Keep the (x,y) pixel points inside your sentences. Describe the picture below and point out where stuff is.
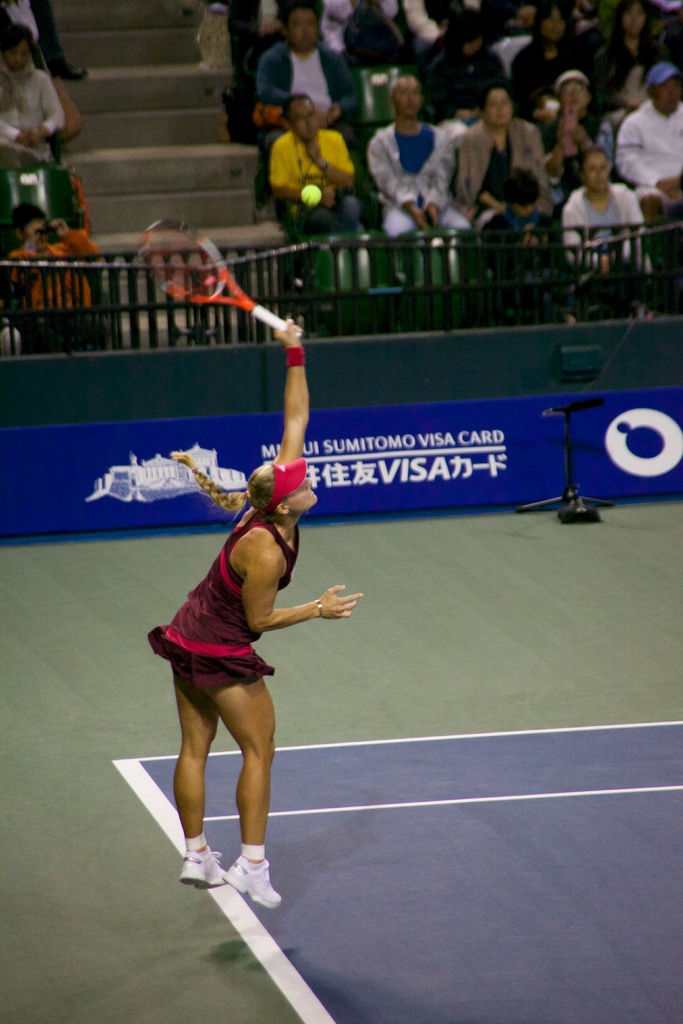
In this image i can see a play ground (170,600) and a woman (254,511) playing a tennis ball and there is a ball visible and there is a fence (87,345) and back side of the fence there are group of persons (424,143) sitting on the chair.
